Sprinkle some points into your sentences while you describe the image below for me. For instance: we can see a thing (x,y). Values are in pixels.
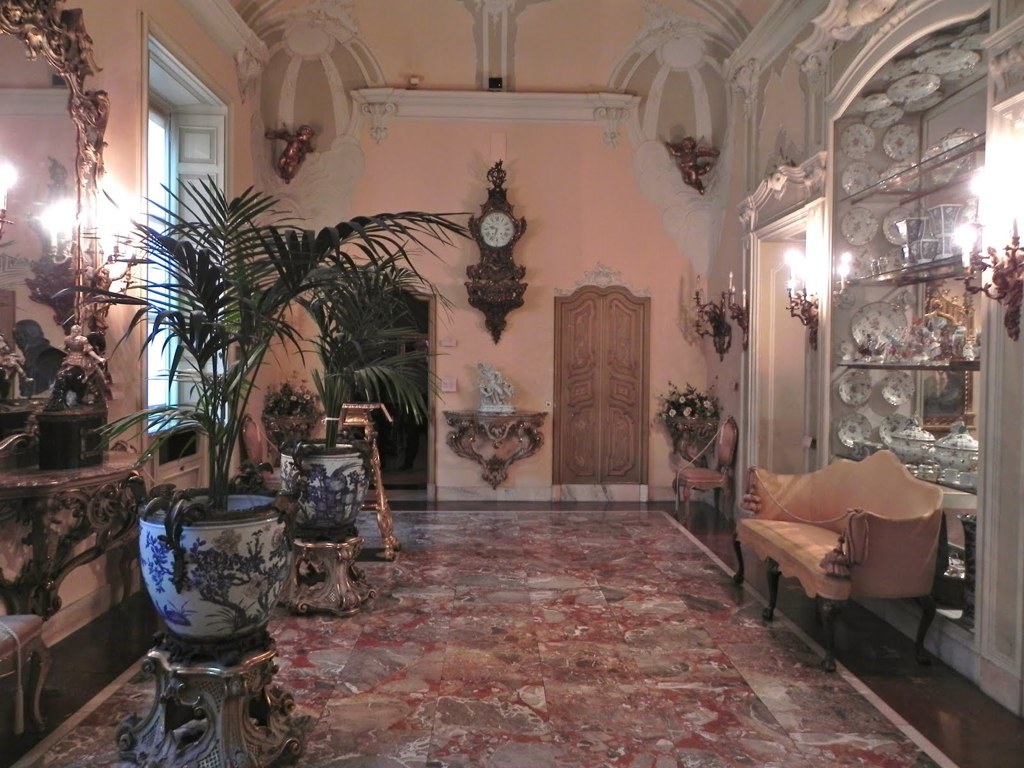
In this image we can see inside view of a room (530,515) with a wall clock (509,234) on the wall (482,159), there are doors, statues (505,409) to the wall (607,254), there is a chair (693,469), a sofa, few objects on the shelf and lights (795,285) to the wall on the right side (848,507), there is a mirror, potted plants (210,621), a stool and an object (85,383) near the mirror (52,353) on the left side of the image (64,418).
